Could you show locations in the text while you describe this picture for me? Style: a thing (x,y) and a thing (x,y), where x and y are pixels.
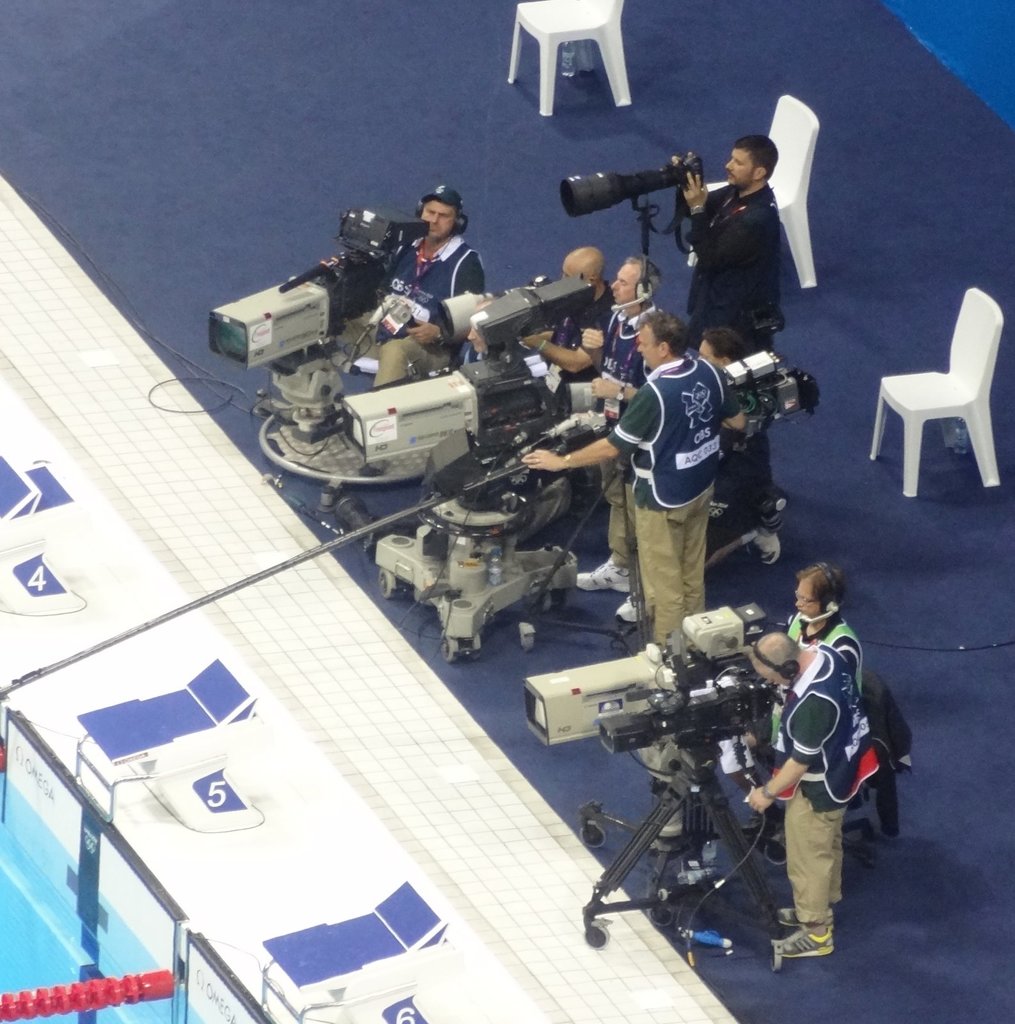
In this image I can see number of people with cameras (585,717). In the background (879,457) I can see few chairs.
